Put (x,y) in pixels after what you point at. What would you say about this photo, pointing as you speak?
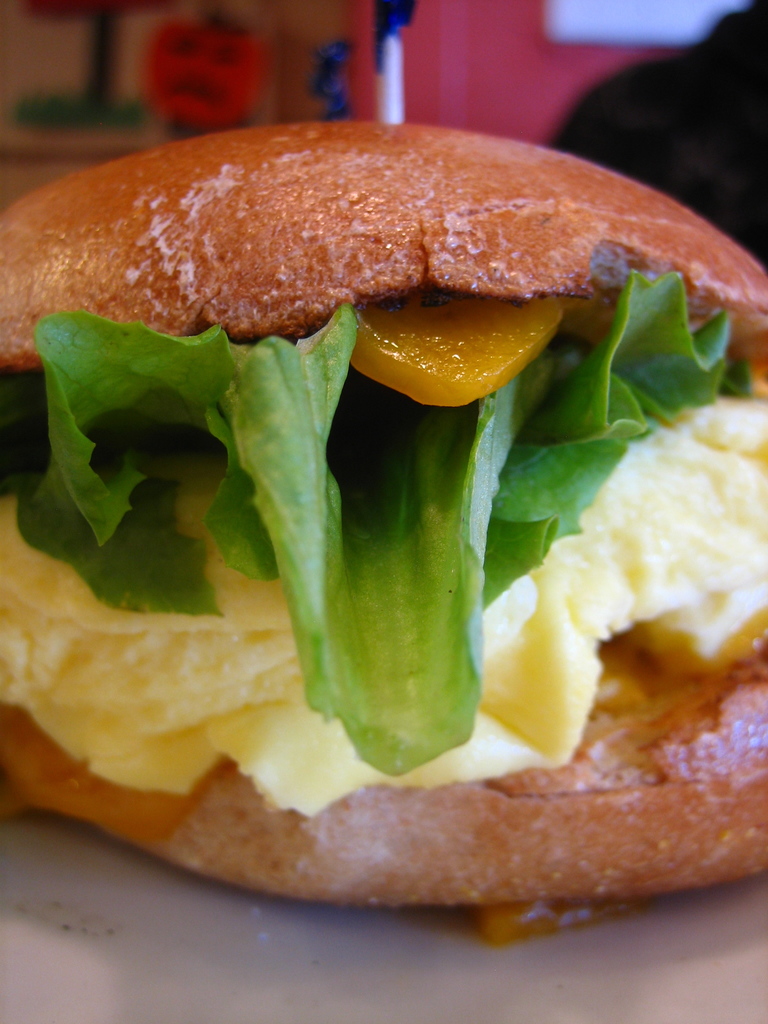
In this image I see a burger (299,314) over here and I see that it is blurred in the background (655,87).
